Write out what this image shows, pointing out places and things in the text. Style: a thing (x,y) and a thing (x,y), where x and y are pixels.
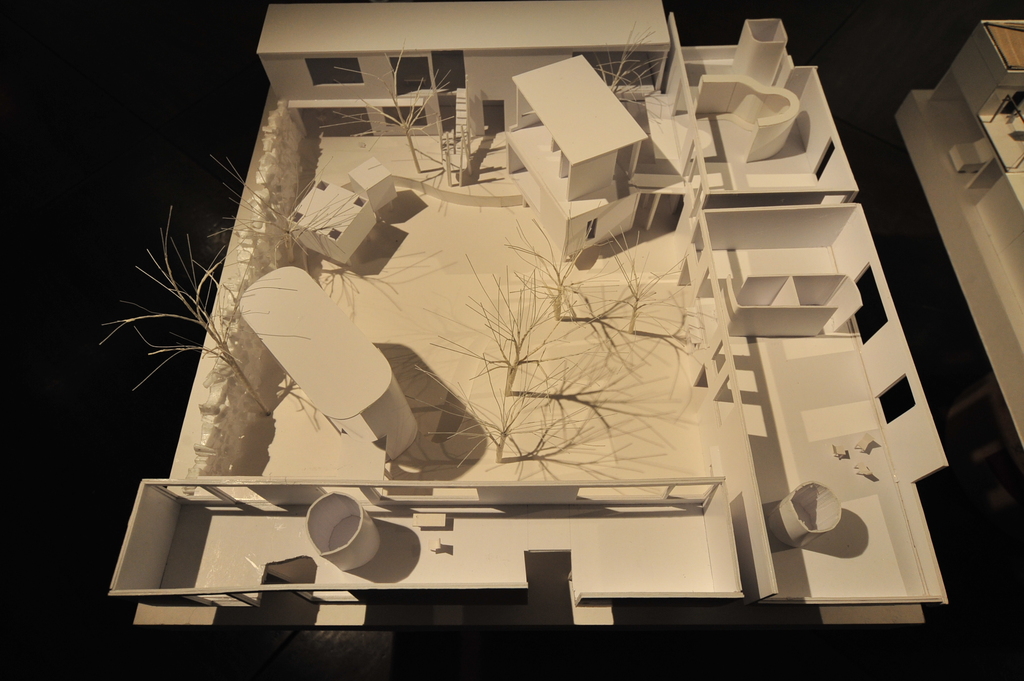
In this picture we can see miniature of house (599,422). In the background of the image (854,57) it is dark. On the right side of the image (982,209) we can see white object (1006,266).
